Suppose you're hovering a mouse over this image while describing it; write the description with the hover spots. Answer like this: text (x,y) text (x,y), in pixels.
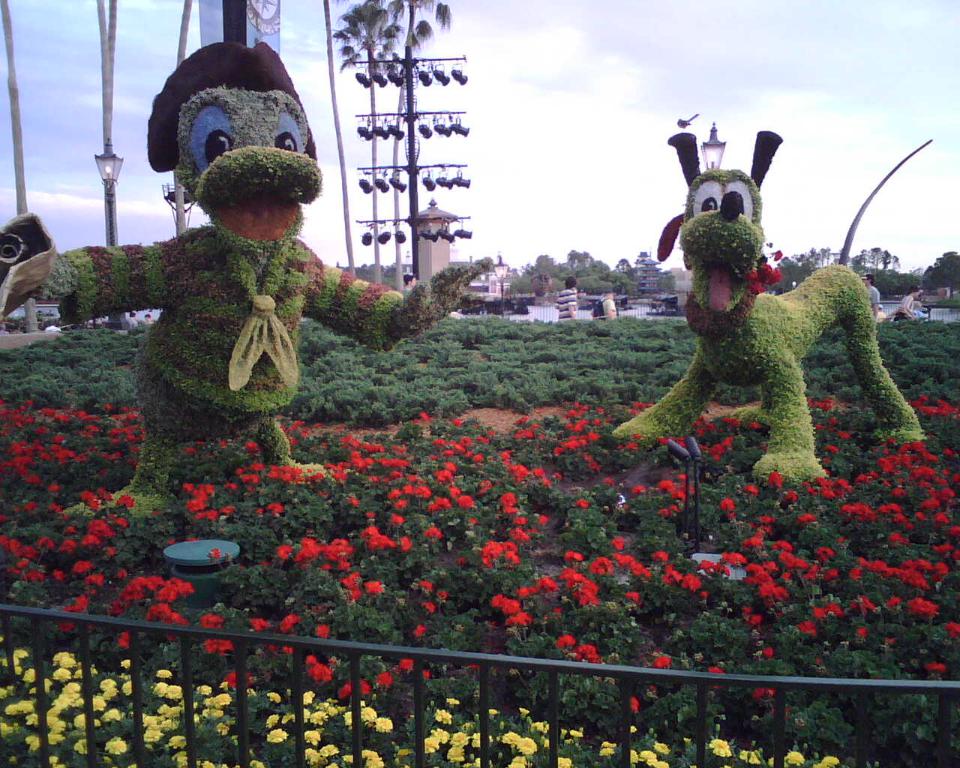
In this picture we can see trees (170,447) which are in animal shapes, here we can see plants (587,518) with flowers (670,482) on the ground (537,521) and in the background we can see few people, trees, sky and some objects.
